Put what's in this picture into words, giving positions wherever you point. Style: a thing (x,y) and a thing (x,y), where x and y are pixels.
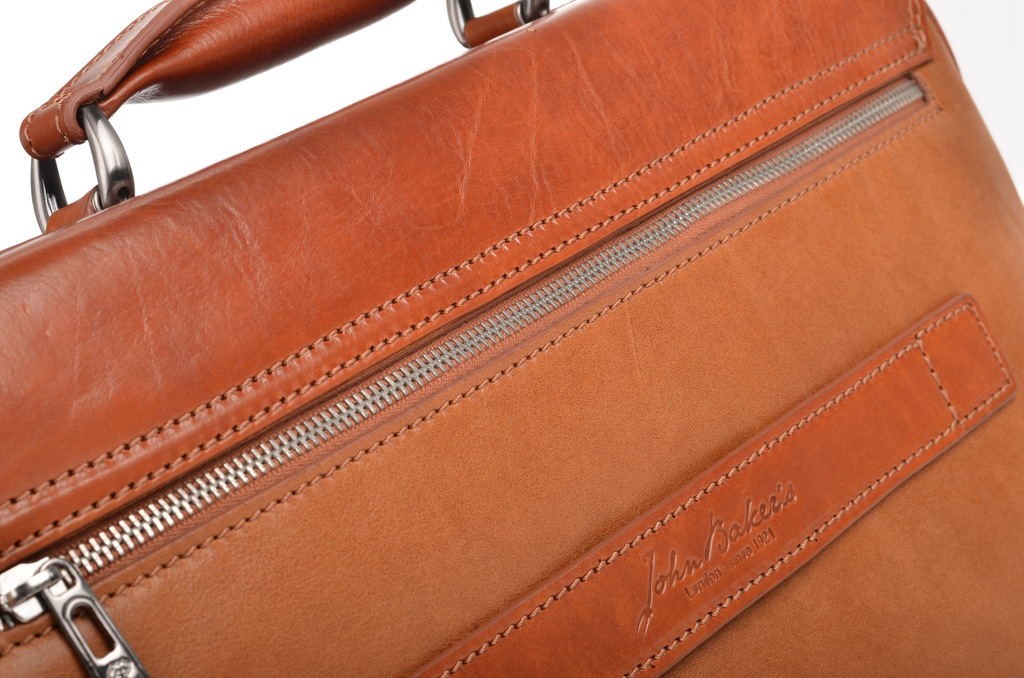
This picture is mainly highlighted with a bag (667,329) in orange colour.
